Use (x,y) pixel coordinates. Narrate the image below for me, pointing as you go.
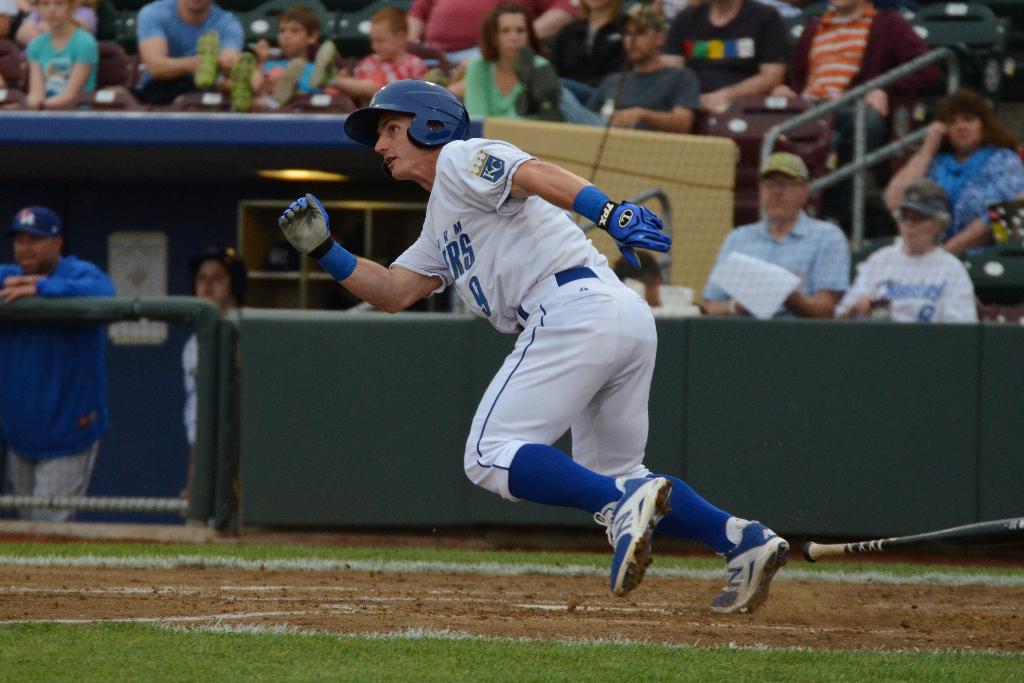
In the picture I can see a person (538,227) wearing white dress (554,246) is running and there is a base ball bat (887,541) in the right corner (870,541) and there are few audience (377,73) in the background (640,120).
